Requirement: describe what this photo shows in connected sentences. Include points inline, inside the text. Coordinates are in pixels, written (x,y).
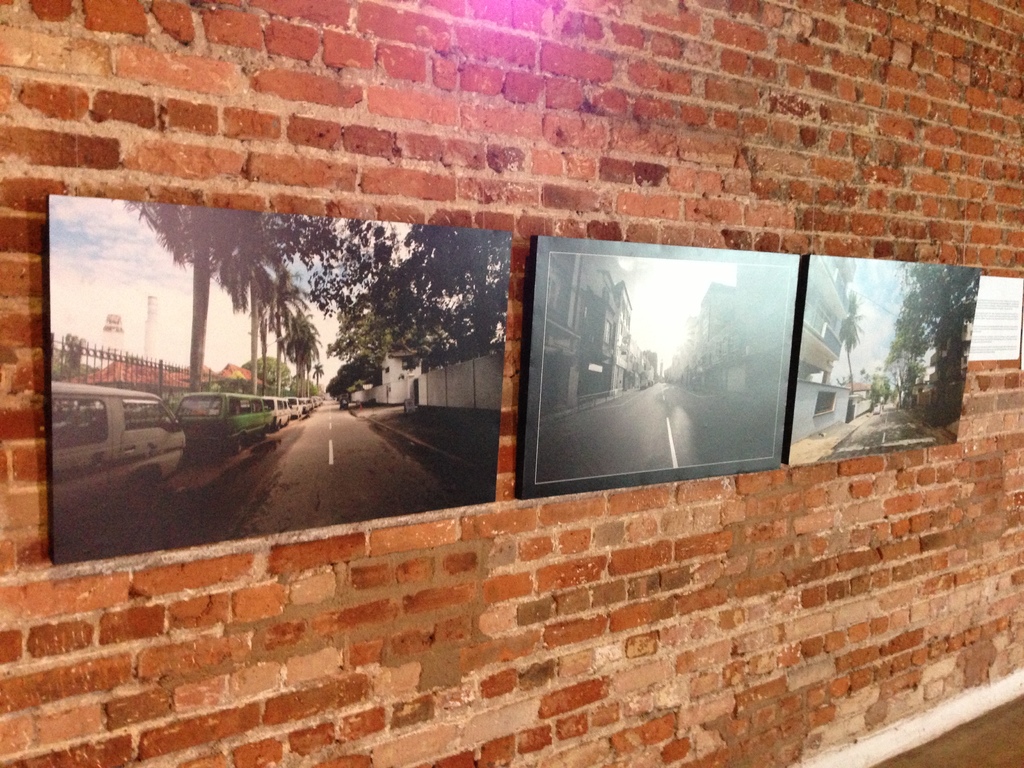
In the image we can see there are photographs (488,396) on the wall (509,348) and there is a wall (705,107) which is made up of red bricks (718,700).
